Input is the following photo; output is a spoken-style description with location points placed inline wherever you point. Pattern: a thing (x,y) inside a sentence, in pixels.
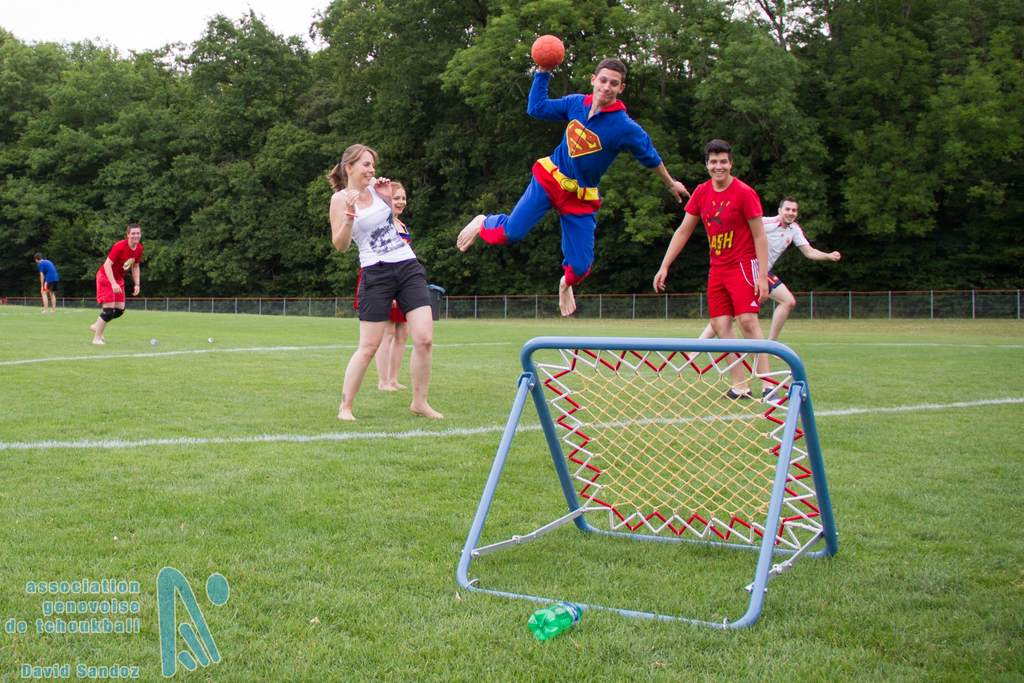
In this picture we can see some people (386,253) playing a game here, there is a ball (552,48) here, we can see a goal post (724,506) here, at the bottom (405,592) there is grass (375,595), we can see a bottle (574,614) here, in the background (742,87) there are some trees (908,218), we can see fencing (929,299) here, there is the sky (160,38) at the left top of the picture (160,30), we can see some text (93,623) here.
